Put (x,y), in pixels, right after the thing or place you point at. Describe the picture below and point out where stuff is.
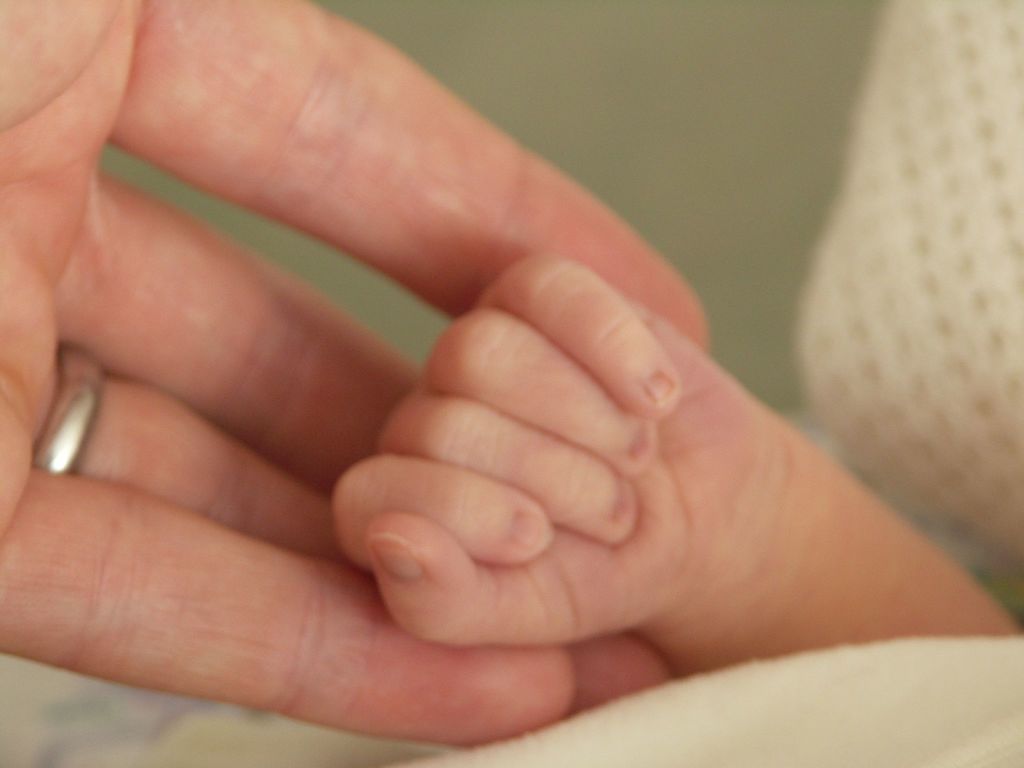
This is a person's hand (290,333) with four finger (249,409) and this is a finger ring (88,407), and this is baby hand (645,477) with five fingers (572,398).
